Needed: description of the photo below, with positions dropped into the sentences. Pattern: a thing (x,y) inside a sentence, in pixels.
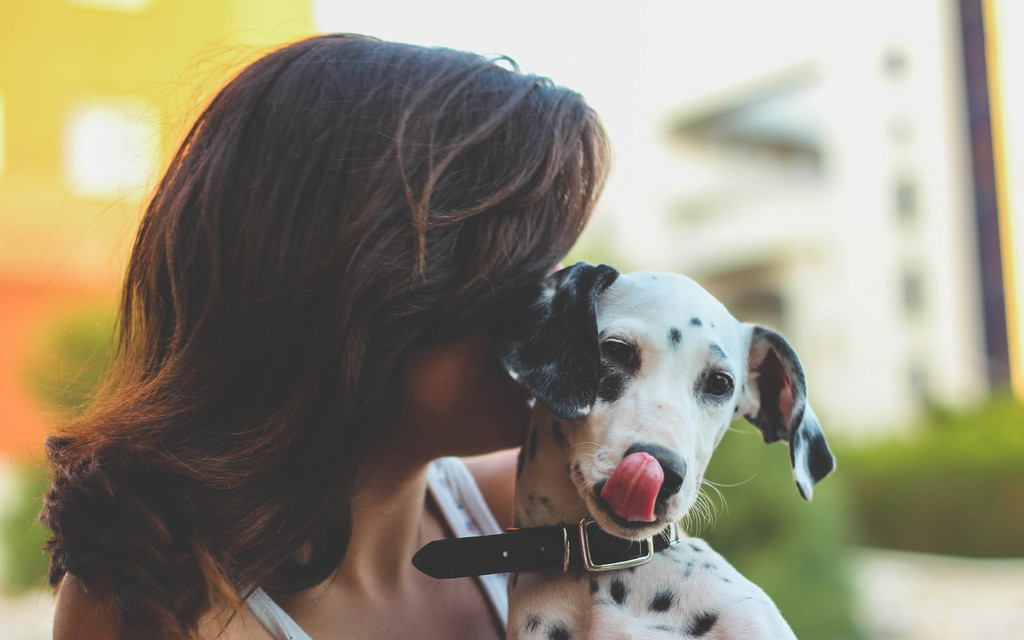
In this picture there is a woman (443,291) holding the white dog (662,384). At the back (27,204) there are buildings (64,183) and there are plants (861,502) and at the back (81,133) image is blurry.
